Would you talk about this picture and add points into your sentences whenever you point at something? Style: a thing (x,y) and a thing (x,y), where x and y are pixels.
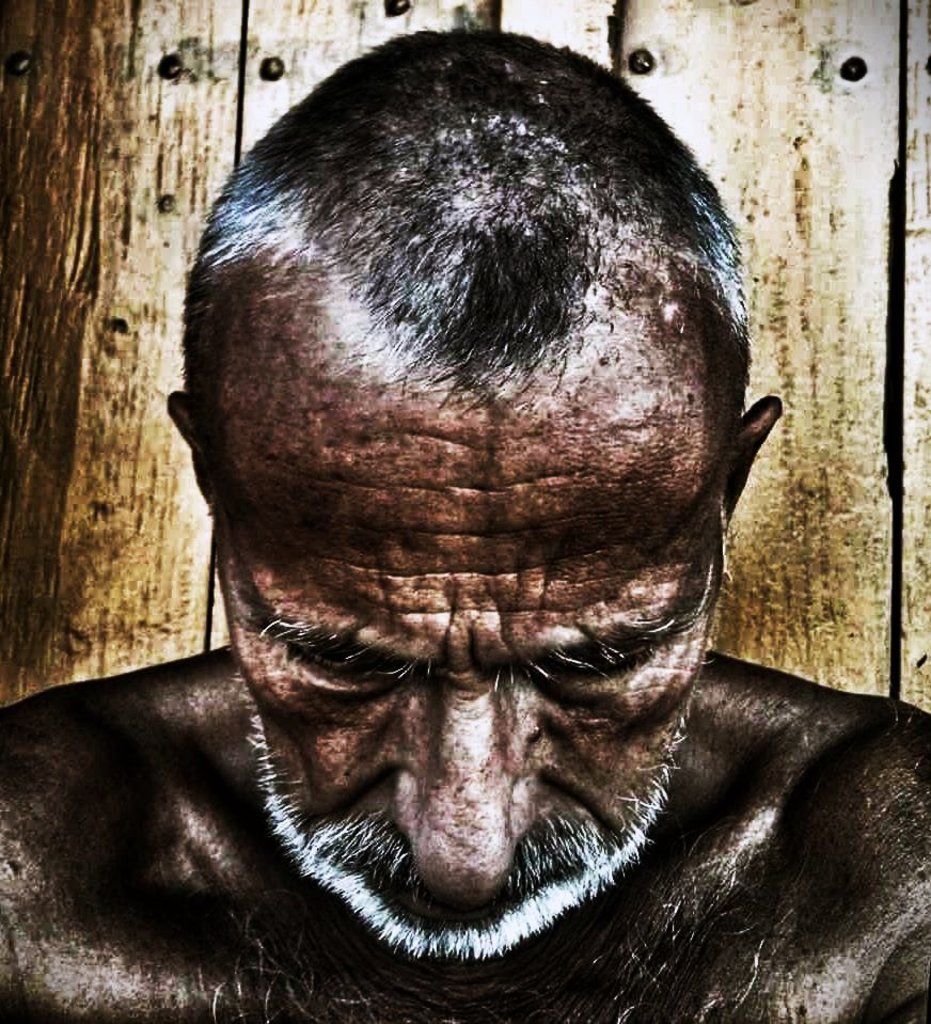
In this image, there is a person (355,573) in front of the wooden wall (696,52).
